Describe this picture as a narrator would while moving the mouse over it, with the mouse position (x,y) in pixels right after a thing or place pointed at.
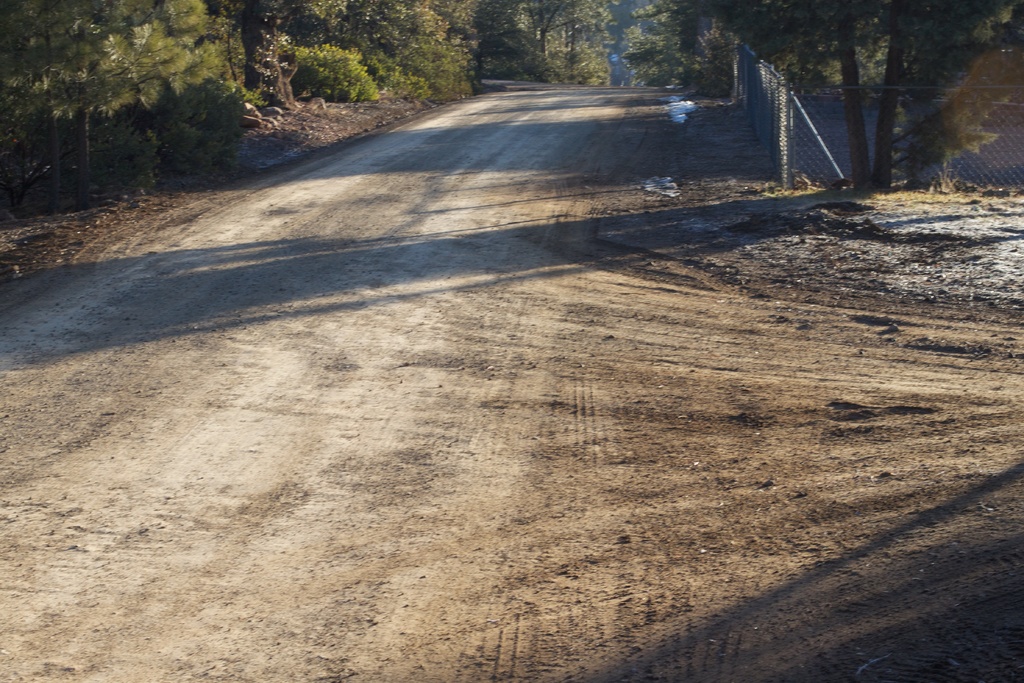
At the top of the image (290,67) we can see trees (166,96), mesh (840,107) are there. In the background of the image (684,149) there is a ground (352,408).
